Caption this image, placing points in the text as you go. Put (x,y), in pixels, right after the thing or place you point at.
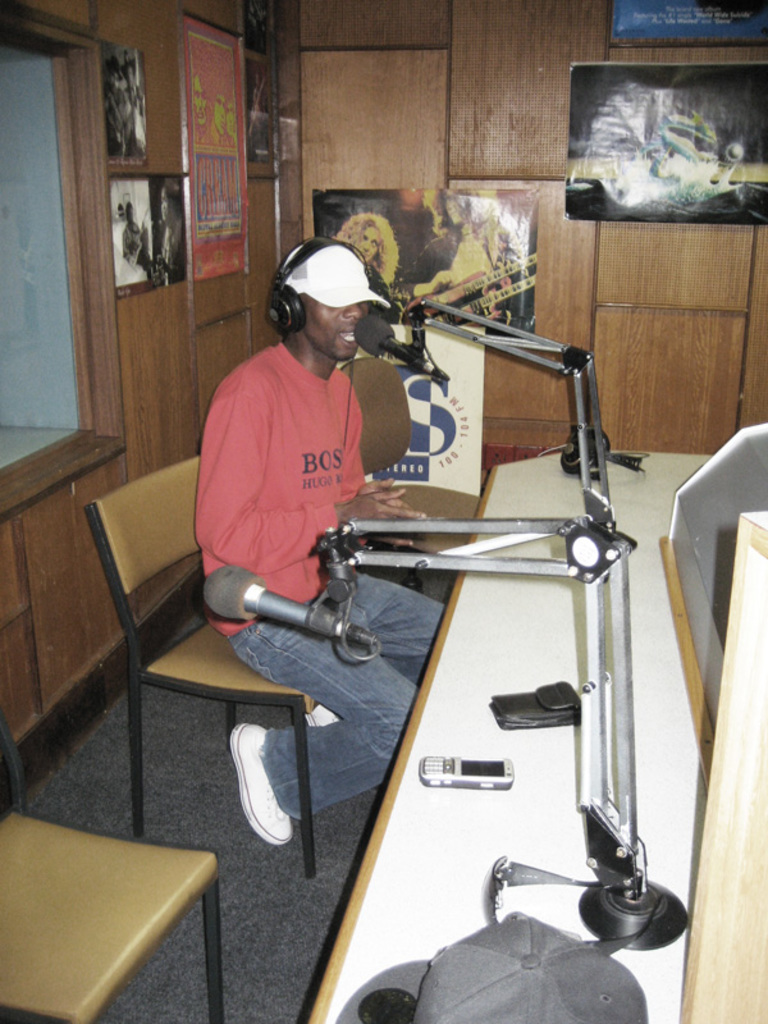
In this picture we can see a person (338,522) is sitting on a chair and speaking something, there is a table (547,630) in front of this person (326,320), we can see microphone (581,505), a mobile phone (430,770) and a cap (541,961) on the table (565,791), there is a chair (136,862) at the left bottom (118,867), in the background (382,235) there is a wall (387,119), we can see photo frames (634,83) on the wall (569,59), this person (285,410) is wearing a cap (338,282) and a headset (280,320).
